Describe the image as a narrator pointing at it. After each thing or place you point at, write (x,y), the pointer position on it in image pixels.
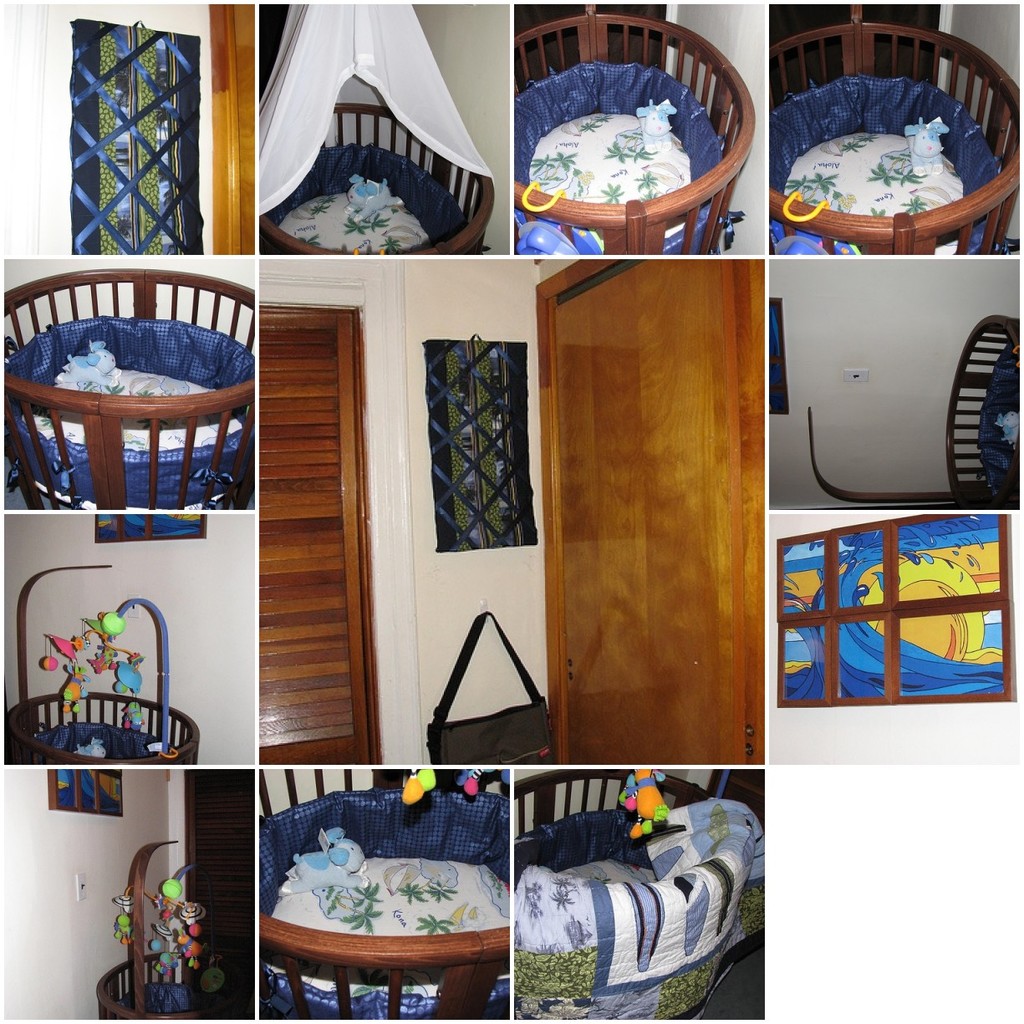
In this image I see a collage of pics and in which few of them are showing the bed (432,184) of a baby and I see the pic of a door (560,740) over here and there is a bag (542,753) on the wall (467,632).
